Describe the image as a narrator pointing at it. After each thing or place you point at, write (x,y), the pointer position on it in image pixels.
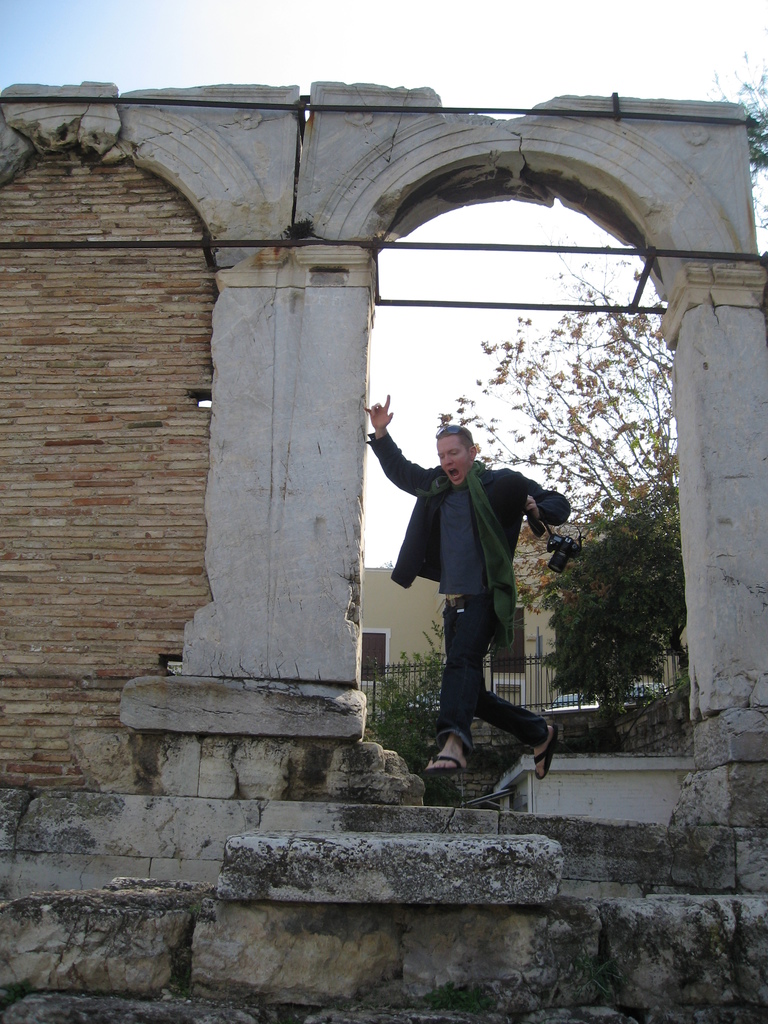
In this picture there is a man (490,560). I can observe a wall (239,357) behind him. There is a railing (576,699) and I can observe some trees (610,476). In the background (417,57) there is a sky (454,83).
